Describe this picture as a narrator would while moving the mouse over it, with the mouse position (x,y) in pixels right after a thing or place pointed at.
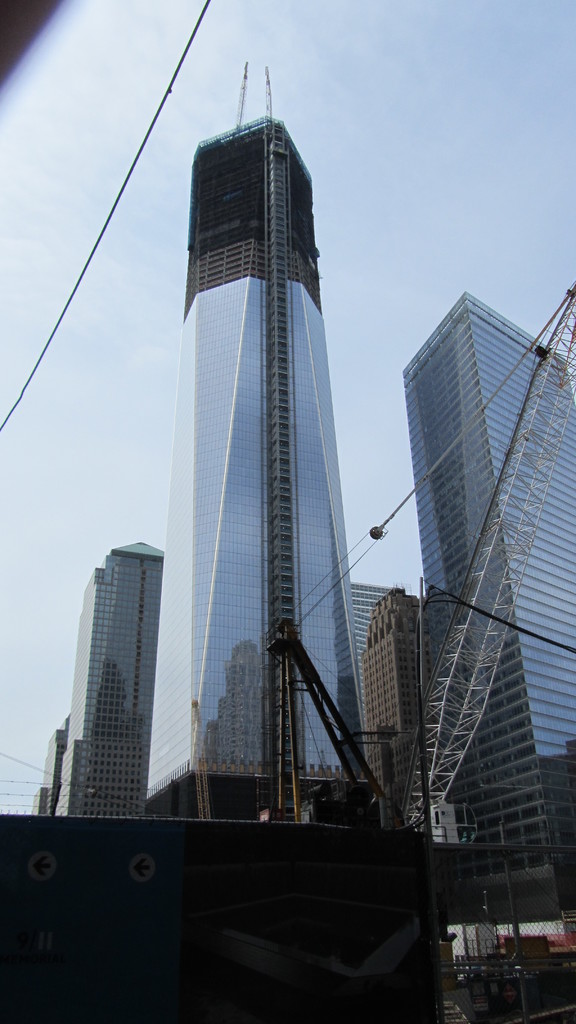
In the foreground of this image (379,941), at the bottom (326,944), there is a shelter (339,951) and fencing (510,945). In the middle (302,665), it seems like a crane (454,720). In the background (456,386), there are skyscrapers (280,413) and the sky (429,77).
